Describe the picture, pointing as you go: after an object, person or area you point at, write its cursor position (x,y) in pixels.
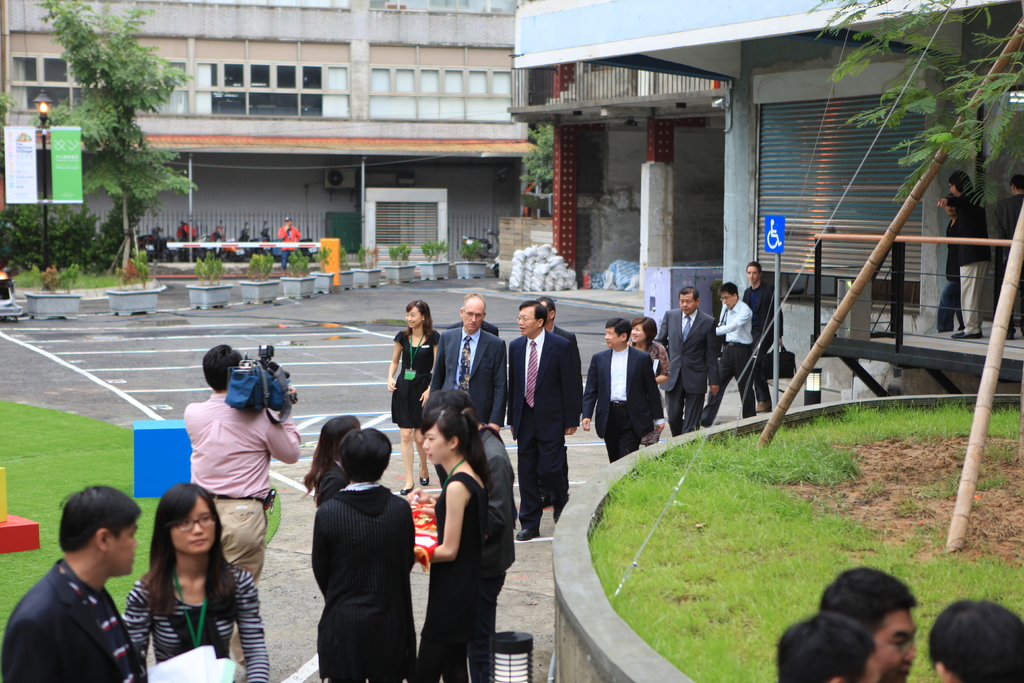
There are groups of people (471,481) standing. This man (238,432) is holding a video recorder (233,405). I can see the grass (757,538). These are the buildings (364,109) with the windows (317,103). This looks like a board (15,144), which is attached to a light pole (41,145). These are the flower pots (53,312) with the plants (252,257). I can see a signboard (778,248), which is attached to a pole (777,282). I can see the trees (142,169). These are the wooden sticks (848,309).
